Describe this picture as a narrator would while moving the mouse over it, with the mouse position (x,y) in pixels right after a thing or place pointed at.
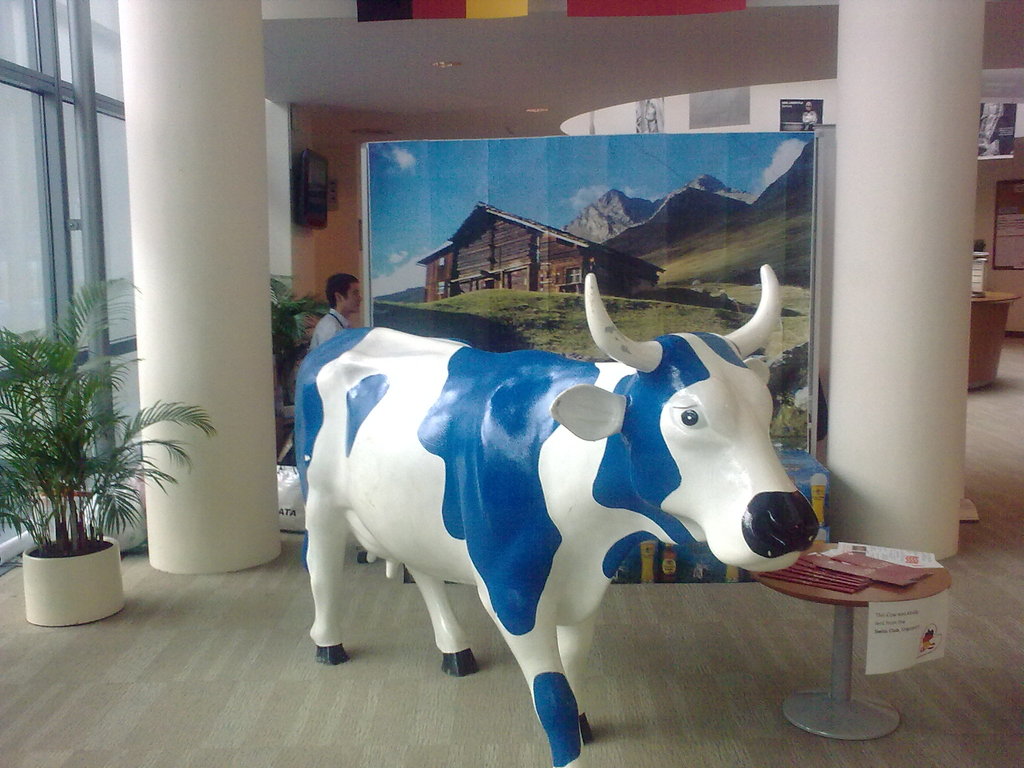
In this image I see a statue (533,656) of a cow (370,333) and I see a table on which there are papers (938,606) and I see a plant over here. In the background (180,522) I see the pillars (175,499), a board (393,226), another plant (313,306) and a man (360,282).
